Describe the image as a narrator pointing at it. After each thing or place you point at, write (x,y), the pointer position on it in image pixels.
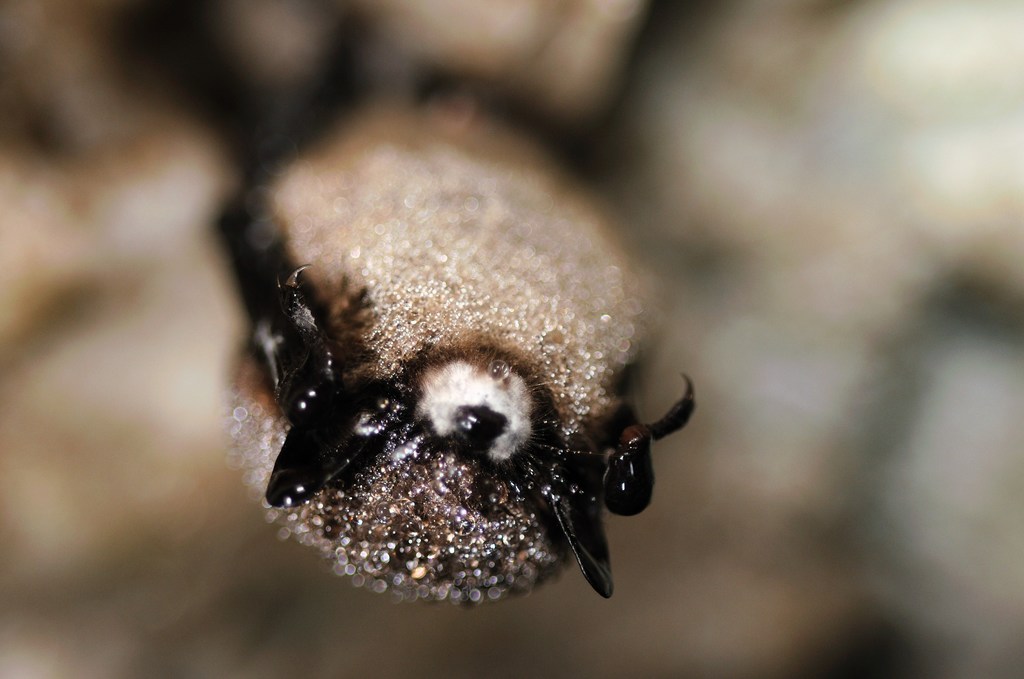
In this picture we can see a bat (486,393). Behind the bat (352,377), there is the blurred background (99,544).
